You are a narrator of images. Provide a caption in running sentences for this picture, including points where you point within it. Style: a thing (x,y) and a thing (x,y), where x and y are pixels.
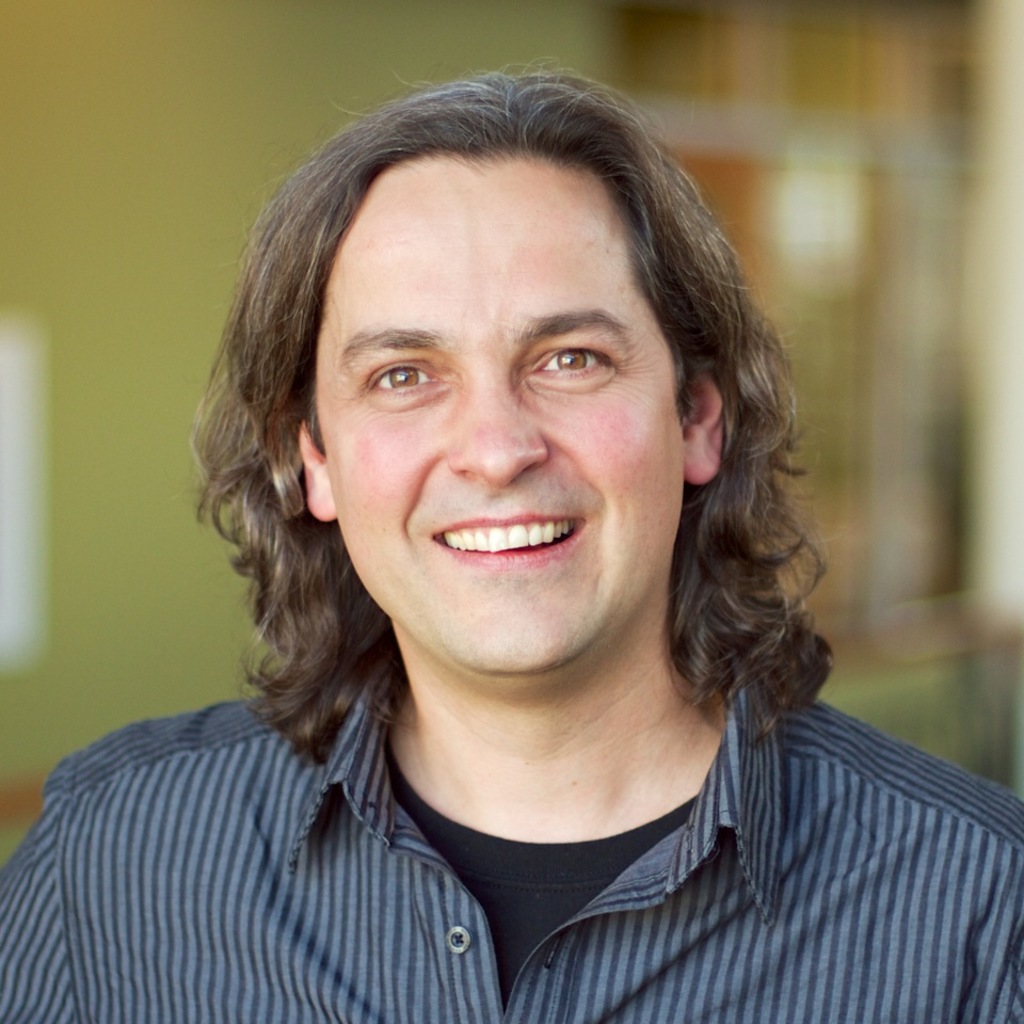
In this picture we can see a man (324,622) is smiling and behind the man (393,586) there is a blurred background (33,607).
